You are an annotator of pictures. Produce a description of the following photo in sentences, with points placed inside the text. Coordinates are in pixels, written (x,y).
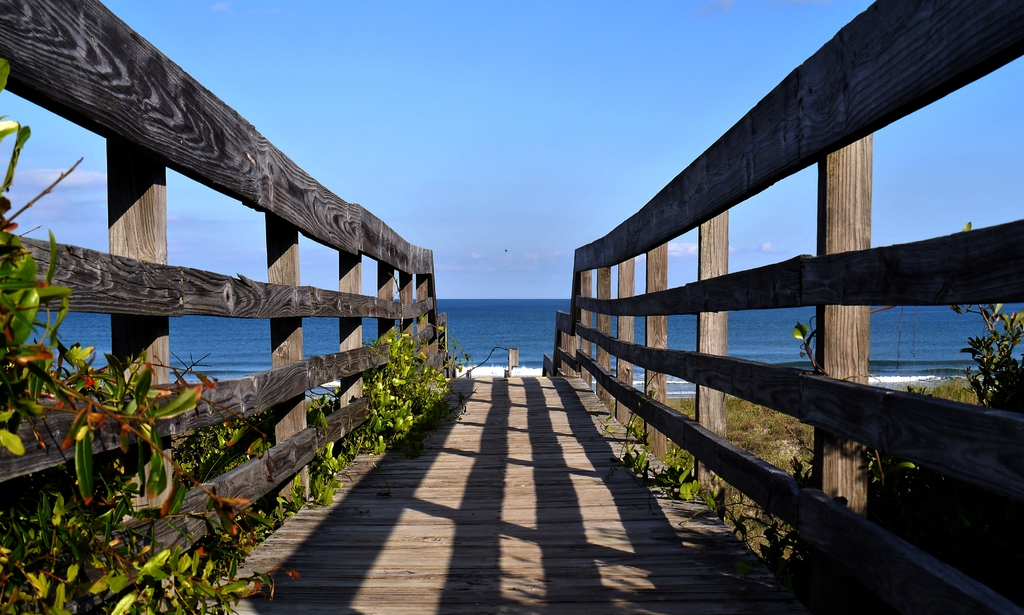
In this picture, we can see wooden path (516,447), fencing (579,359), plants (60,555), ground (736,435) with grass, water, and the sky (562,143) with clouds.
